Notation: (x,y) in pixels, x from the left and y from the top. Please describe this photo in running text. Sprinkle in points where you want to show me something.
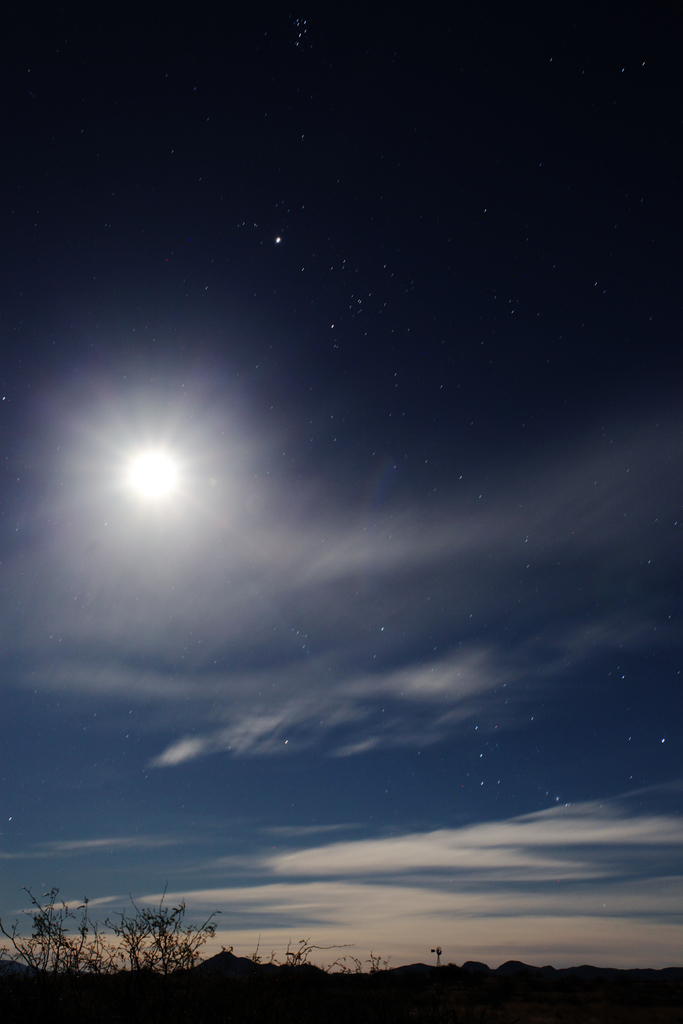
Here in this picture on the ground (325,1006) we can see grass (308,983) and plants (186,943) present and in the sky (209,825) we can see clouds (216,863), stars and a moon (166,485) present.
